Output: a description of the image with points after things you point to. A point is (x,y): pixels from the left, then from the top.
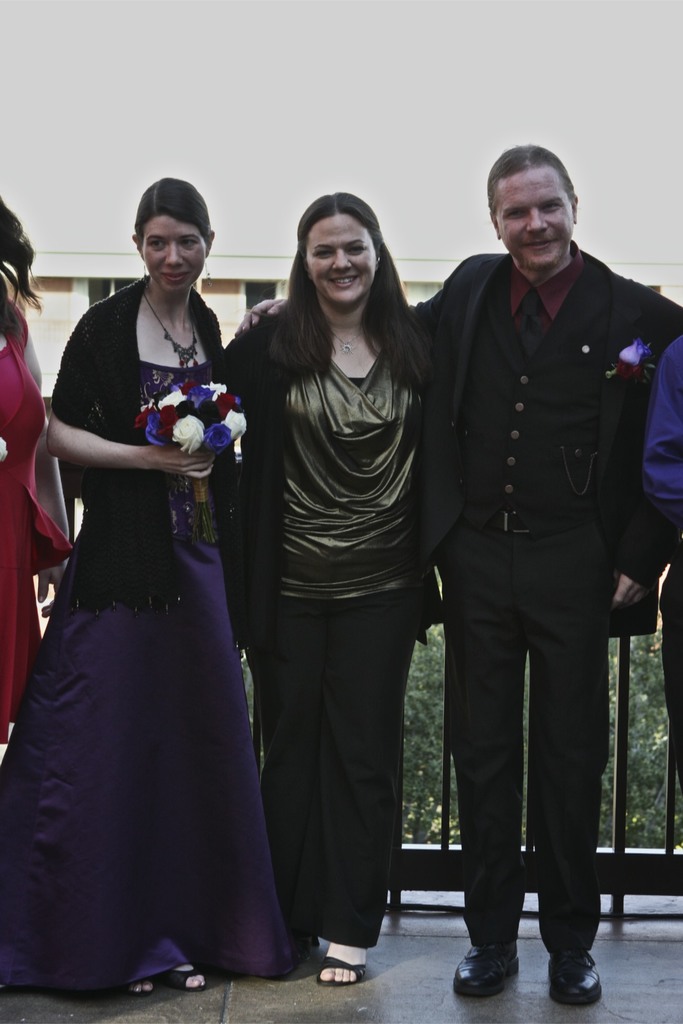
In this picture there is a woman (143,665) standing and holding the bouquet (245,422) and there is a woman (245,533) standing and smiling and there is a man (502,320) standing and smiling. On the right side of the image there is a person (677,370). On the left side of the image (4,272) there is a person (5,574). At the back (111,284) there is a building (120,284) and there are trees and there is a railing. At the top (336,60) there is sky (415,25). At the bottom (466,1009) there is a floor (456,1009).
